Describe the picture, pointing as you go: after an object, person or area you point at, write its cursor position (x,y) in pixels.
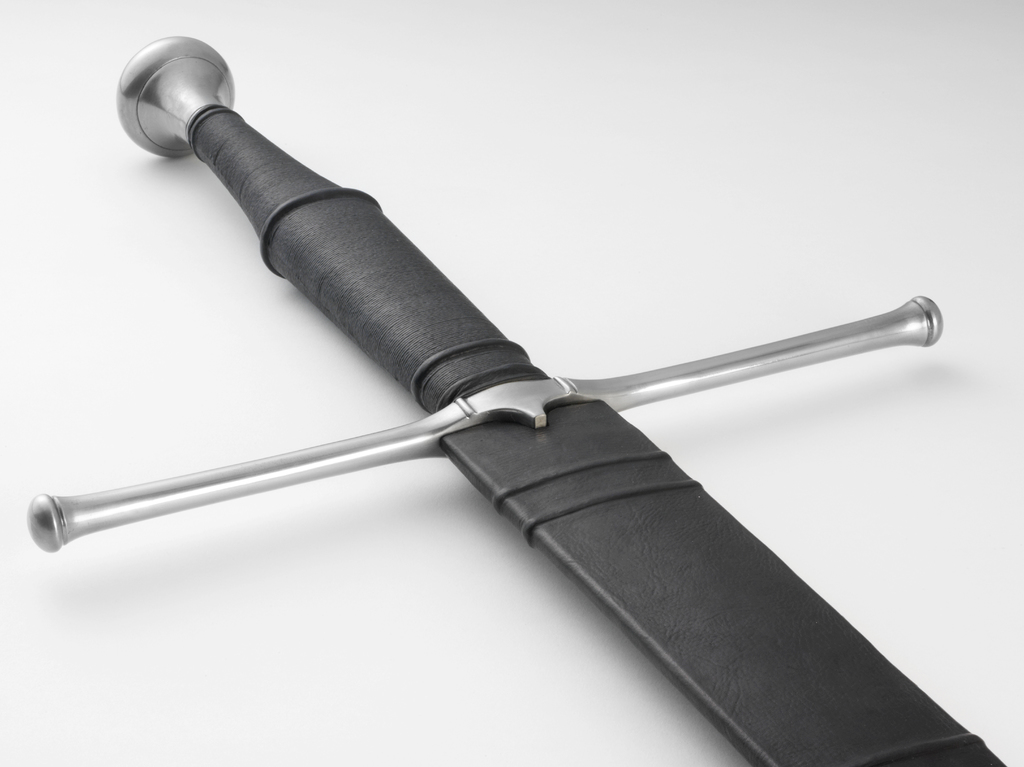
In the picture we can see a sword (537,417) with a handle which is black in color.
